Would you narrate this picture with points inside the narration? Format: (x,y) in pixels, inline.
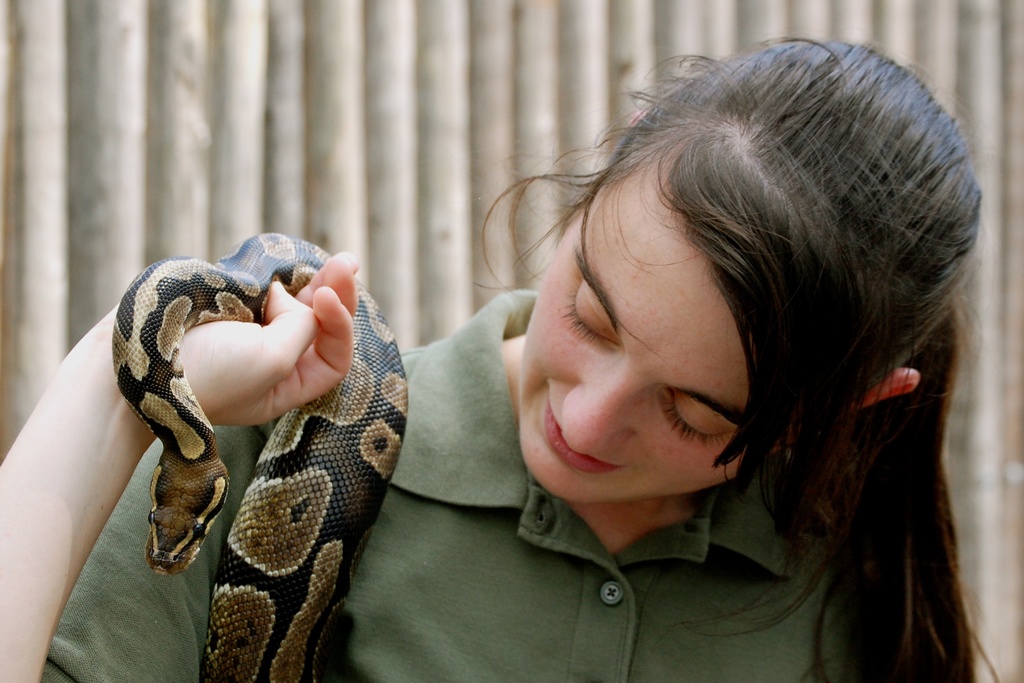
In this image I can see the person (488,425) wearing the green color dress (441,581) and holding the snake (261,544) which is in black and brown color. And there is an ash color background (592,107).
